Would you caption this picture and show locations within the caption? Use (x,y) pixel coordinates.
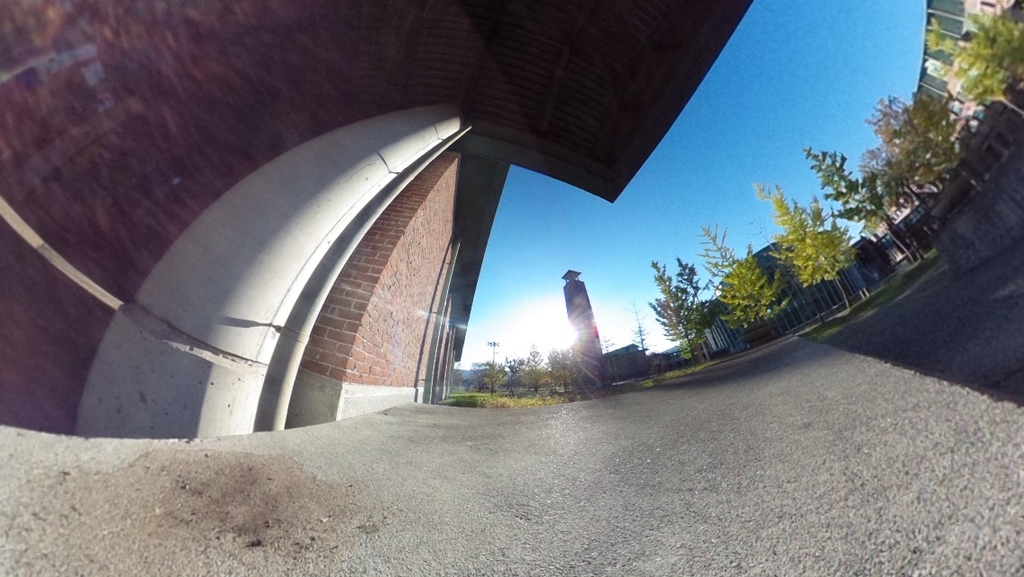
In this picture I can observe building (361,247) in the middle of the picture (419,316). On the right side (786,300) I can observe trees (924,175). In the background (644,223) I can observe sky (630,206).
